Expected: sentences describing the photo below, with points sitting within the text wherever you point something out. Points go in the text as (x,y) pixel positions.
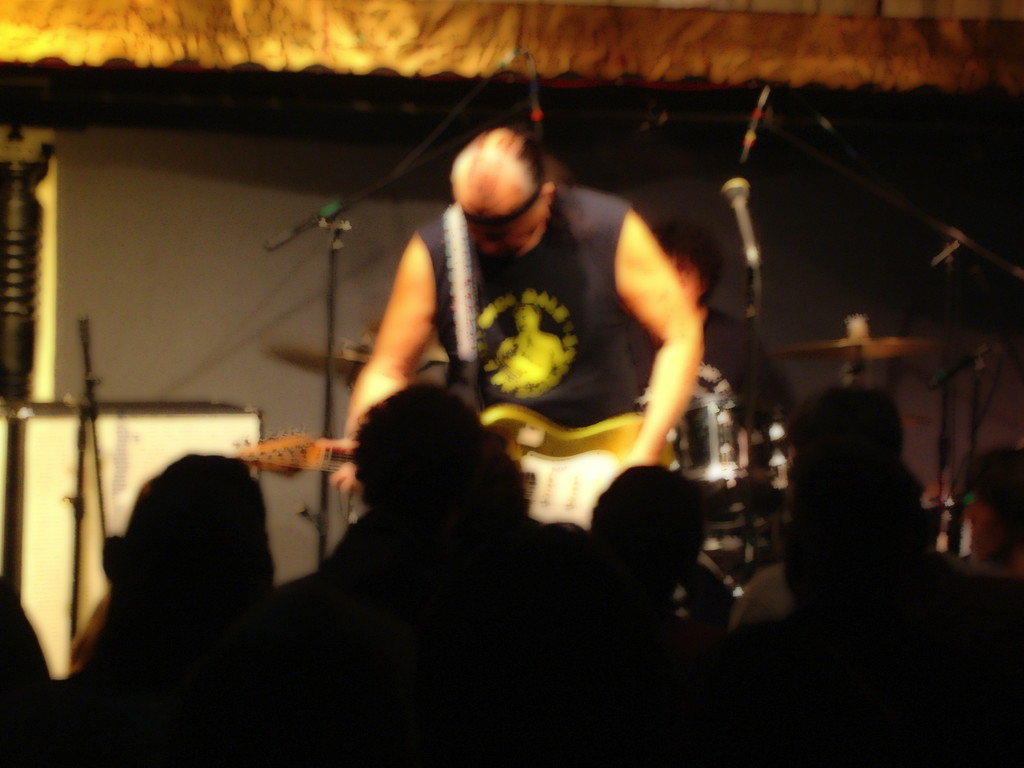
In this image we can see a person (510,193) is standing and playing the guitar (528,425), and at back (743,219) here is the microphone (744,232) and stand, and here are the group of persons (581,653) standing.
